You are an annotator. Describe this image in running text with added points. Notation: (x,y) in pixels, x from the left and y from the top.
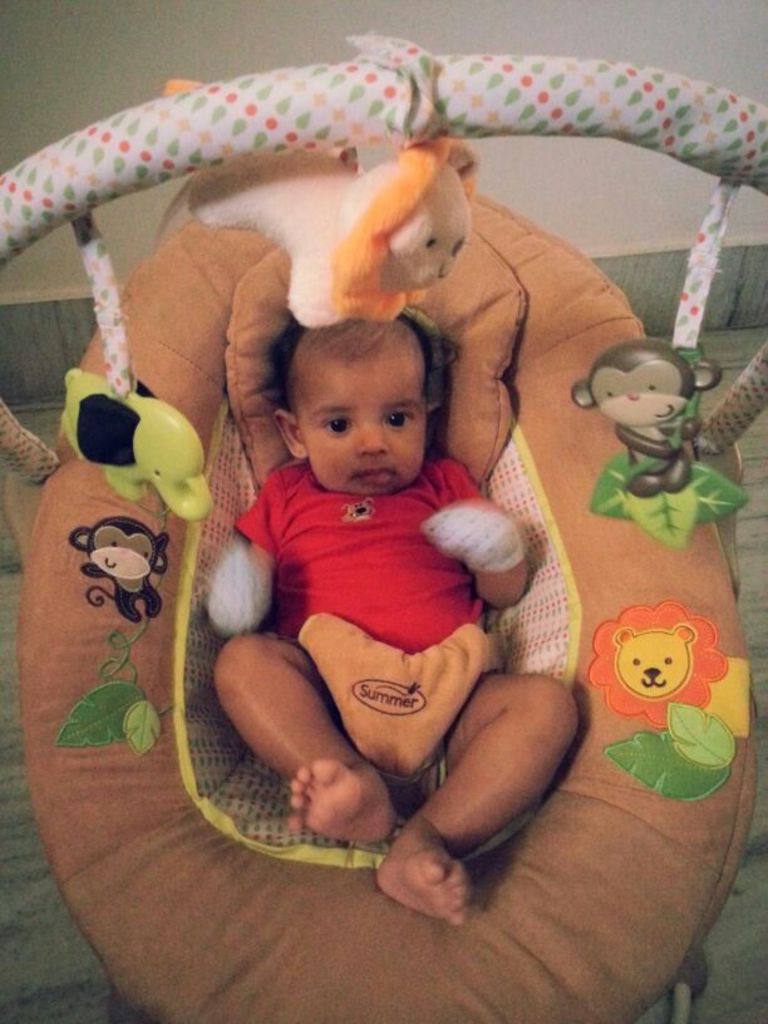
In this image I can see a baby (406,527) is in the baby bed (550,582), there are dolls (164,456) that are attached to this thing (535,656).
